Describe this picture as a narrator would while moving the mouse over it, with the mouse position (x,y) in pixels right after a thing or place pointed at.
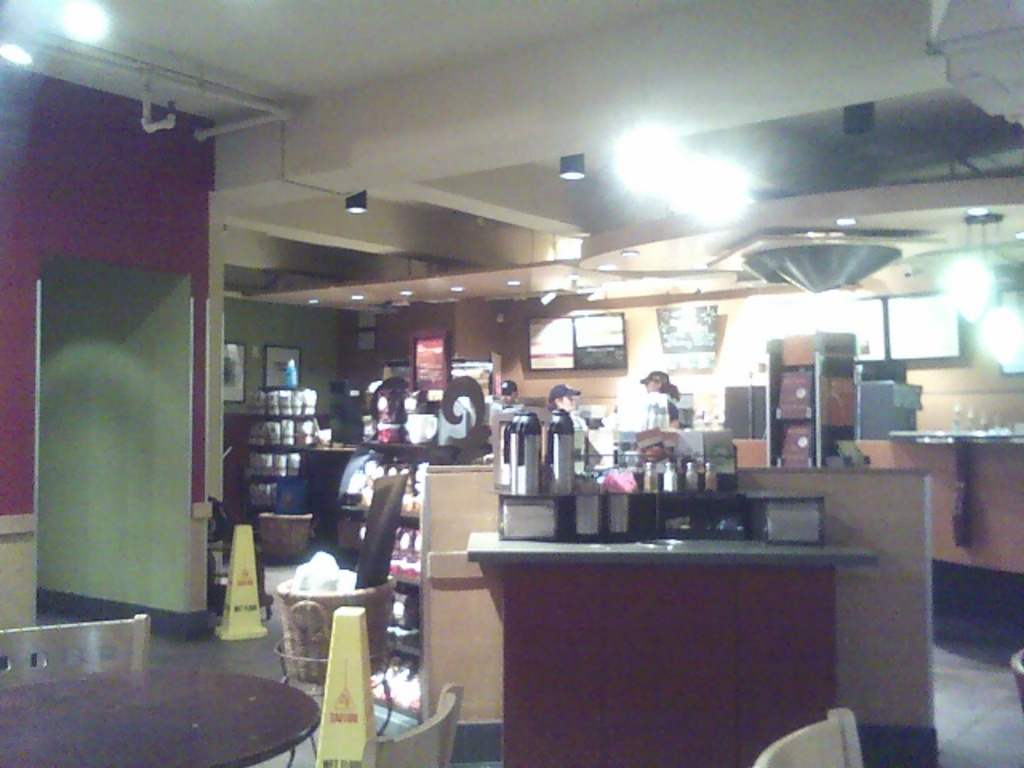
In this picture we can see an inside view of a store (531,452), at the left bottom (290,700) there are chairs (428,754) and a table (170,698), we can see another table (724,618) in the middle (620,492), there are kettles (517,450), bottles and other things (683,494) present on the table (736,648), in the background (391,439) there are racks (391,452), we can see some things (293,433) on these racks (270,413), we can also see a wall (651,363) and some lights (812,287) in the background (837,294), there are screens (594,343) on the wall (653,339), we can see three persons (650,379) in the middle (657,395), we can see a pipe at the left top of the picture (131,66).
